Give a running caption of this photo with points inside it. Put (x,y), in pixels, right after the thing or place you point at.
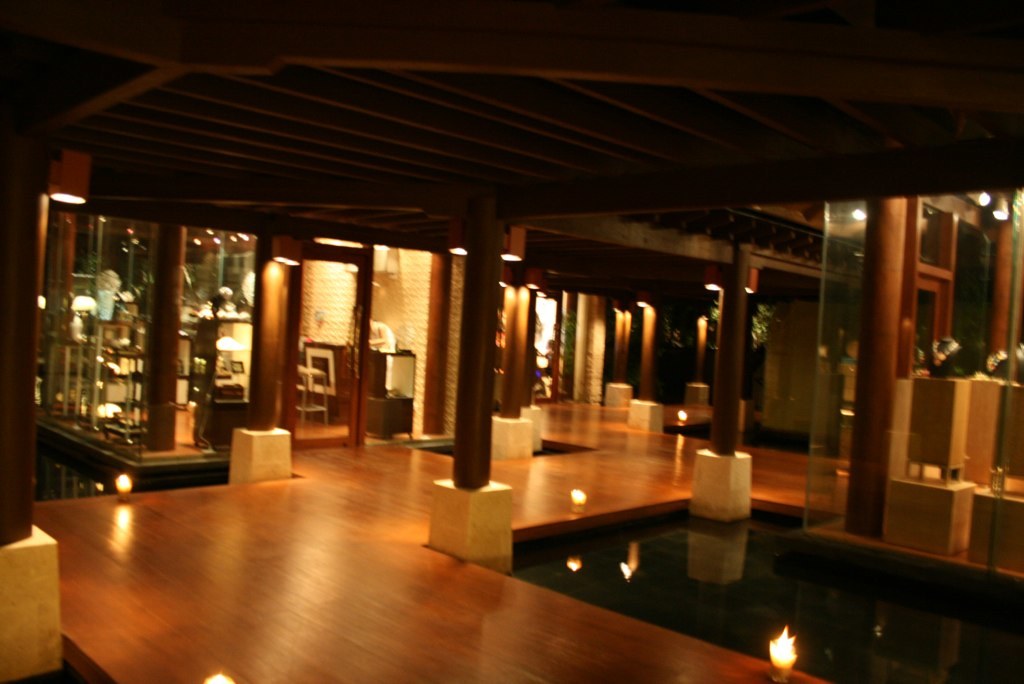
In this image we can see an inner view of a house (568,446) containing a roof (279,149), pillars (490,225), glass doors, floor (352,588), walls (586,346) and a swimming pool (780,581).
